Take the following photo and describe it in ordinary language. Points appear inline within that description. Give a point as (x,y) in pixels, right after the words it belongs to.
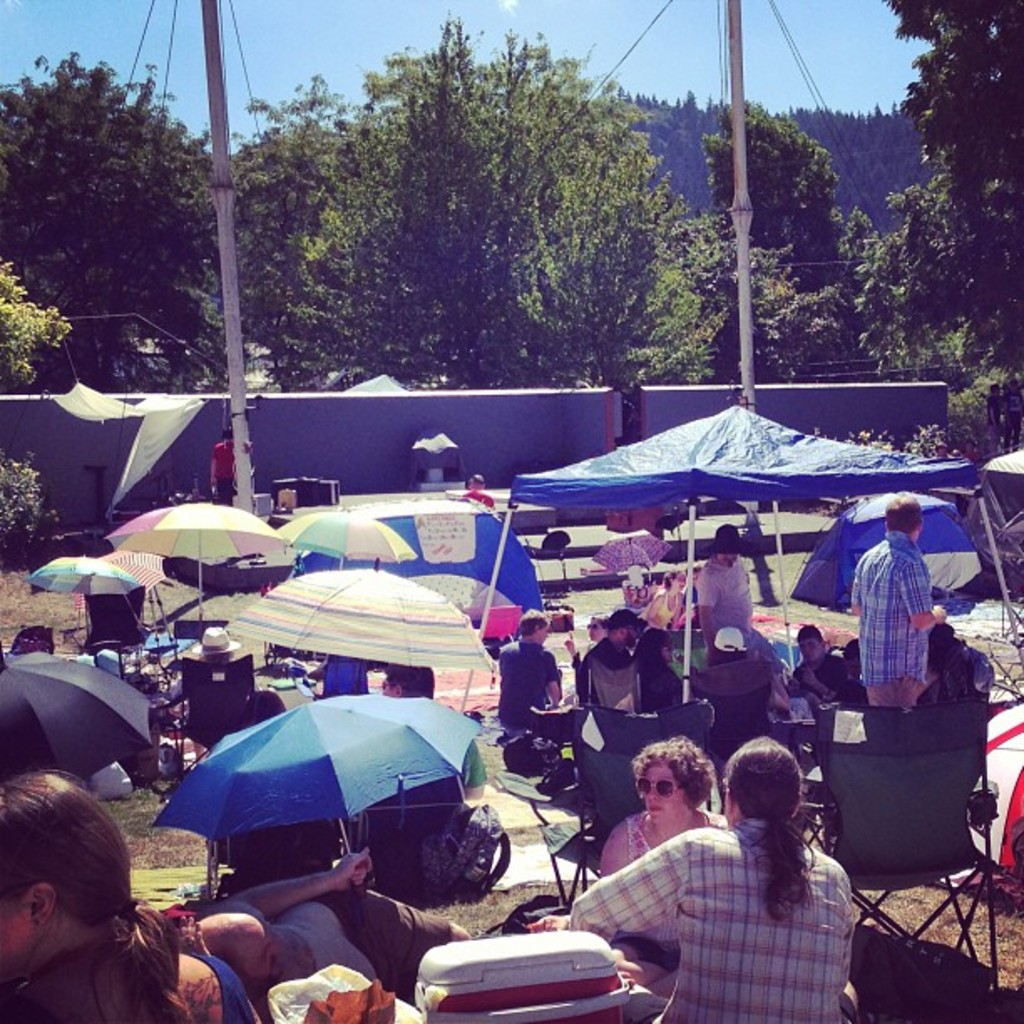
There are persons (146,933) in different color dresses (754,903) on the ground (595,600), some of them under umbrellas (464,628). In the background (278,321), there are two white color poles (231,275), there are trees (187,166) and there is blue sky (395,12).
